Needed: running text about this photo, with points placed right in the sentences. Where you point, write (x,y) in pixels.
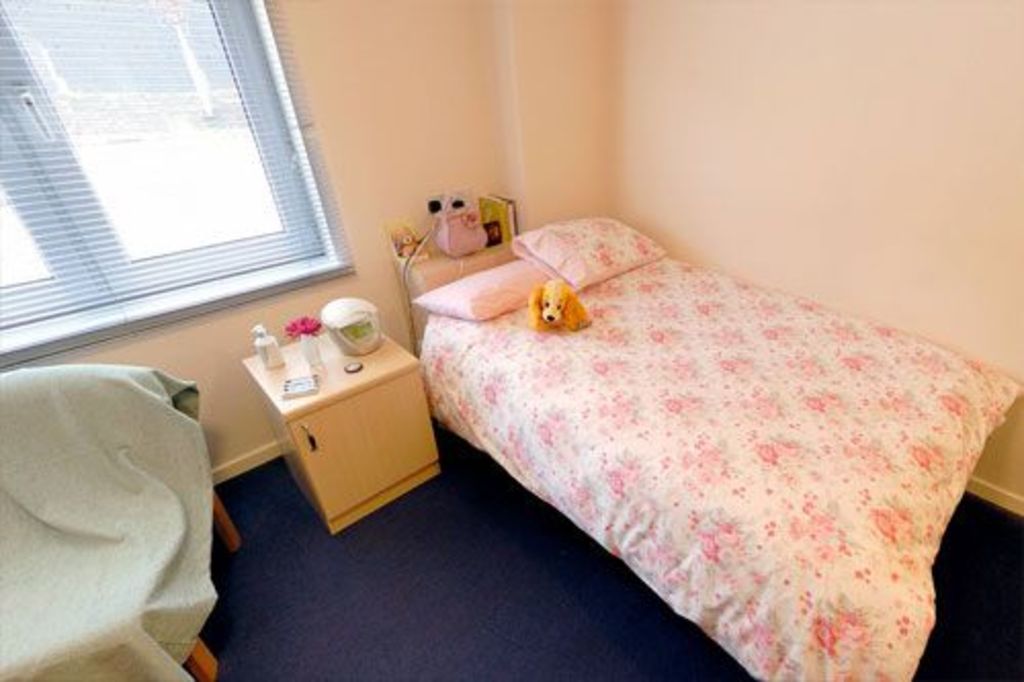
In this image, we can see a bed (544,281), we can see pillows (585,260) on the bed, there is a table (351,387), we can see a chair (121,541) and there is a blanket (84,475) on the chair (66,405), we can see a window (188,182) and there is a wall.
